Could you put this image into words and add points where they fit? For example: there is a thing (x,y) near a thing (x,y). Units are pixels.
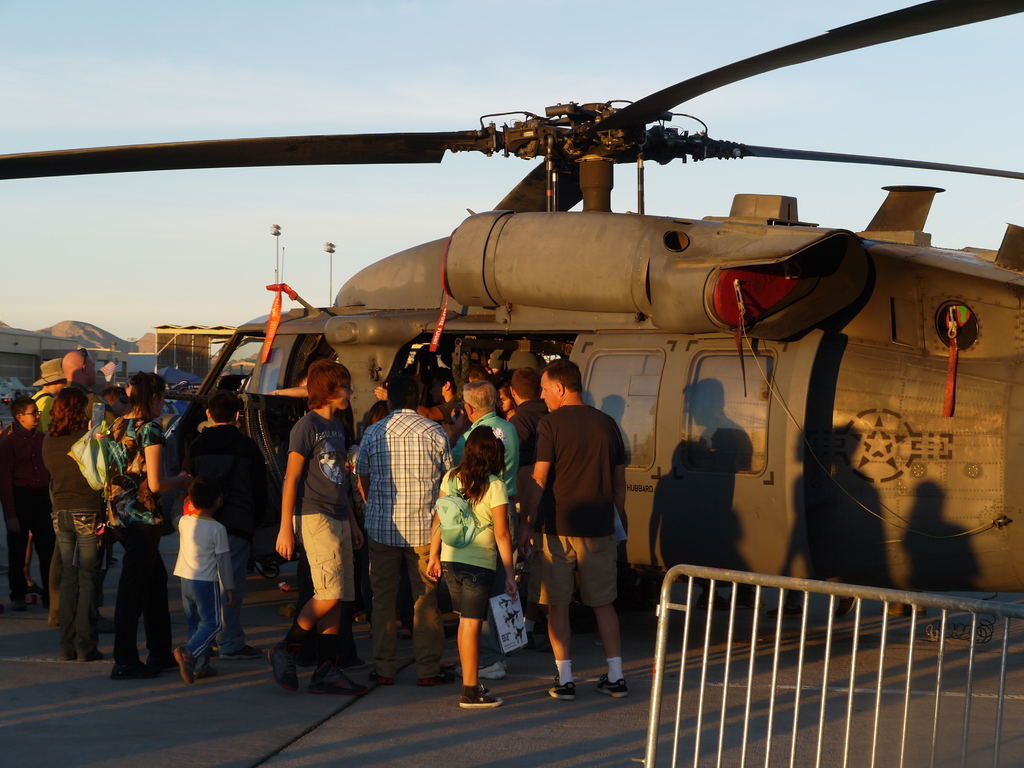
In the center of the image (523,286), there is a helicopter (459,333) and in the background (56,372), we can see people (291,452) some are wearing bags (445,508) and holding some objects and there are poles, sheds (161,338) and there is a railing (801,656). At the bottom (300,710), there is a road (363,725). At the top (294,57), there is sky (362,54).
